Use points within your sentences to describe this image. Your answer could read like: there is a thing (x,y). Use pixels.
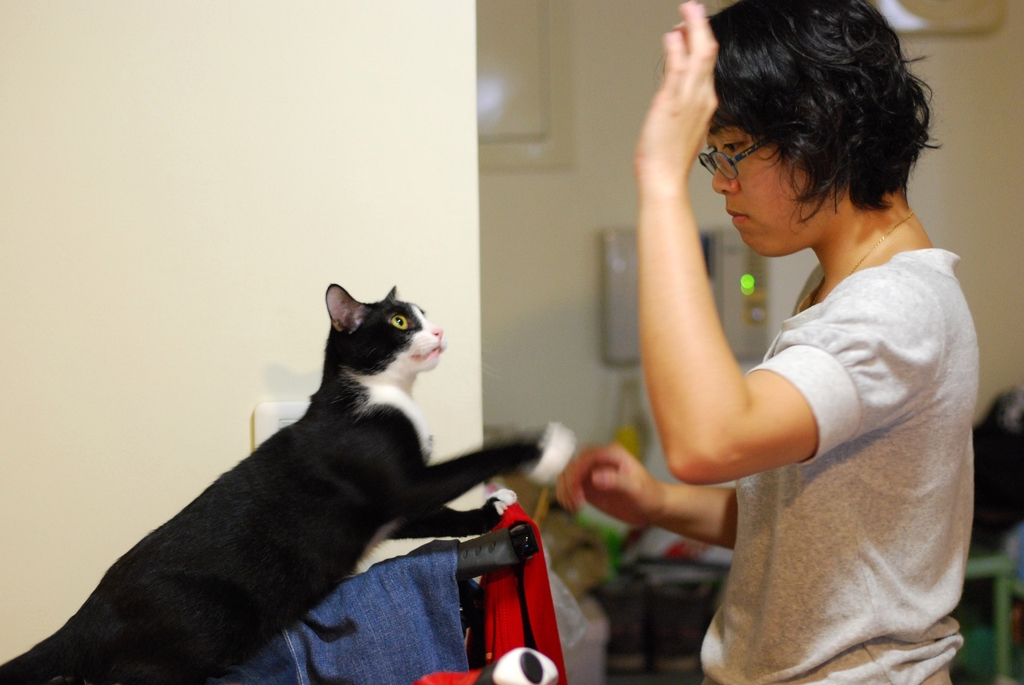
In this image I can see a woman (798,486) and a cat (102,621). The woman (809,413) is standing. Here I can see some clothes (420,597) and a wall (254,261). The background of the image (625,307) is blurred.
